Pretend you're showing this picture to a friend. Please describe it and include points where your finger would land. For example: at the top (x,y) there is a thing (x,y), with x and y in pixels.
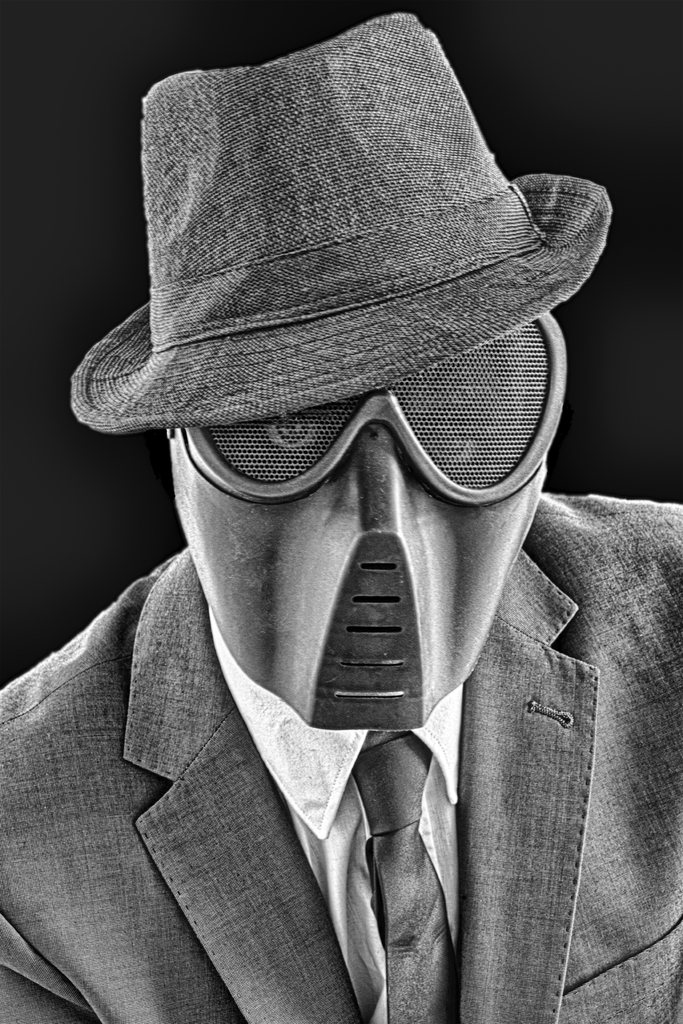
In the image we can see a person (409,513). He wears a cap (430,55) and mask (377,405).
